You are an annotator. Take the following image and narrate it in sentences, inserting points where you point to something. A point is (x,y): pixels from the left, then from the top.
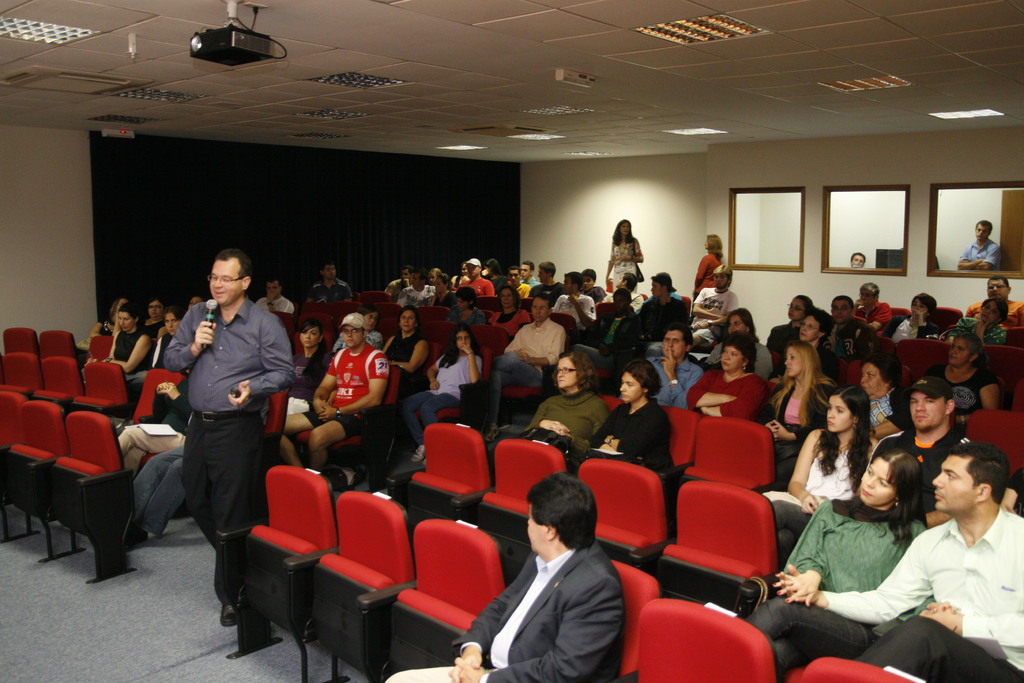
This picture is clicked inside a room (439,354). There are many people (644,309) sitting on chairs (634,488). The man (250,439) on the left (237,439) is walking and holding a microphone (211,313) in his hand (208,346). There are many lights (700,32) to the ceiling (753,84) and also projector (224,42) hanging to the ceiling (221,22). In the background (76,240) there is wall (74,232) and glass windows (749,226). Behind the windows (790,249) there are people (985,248) in the other room (761,258).
